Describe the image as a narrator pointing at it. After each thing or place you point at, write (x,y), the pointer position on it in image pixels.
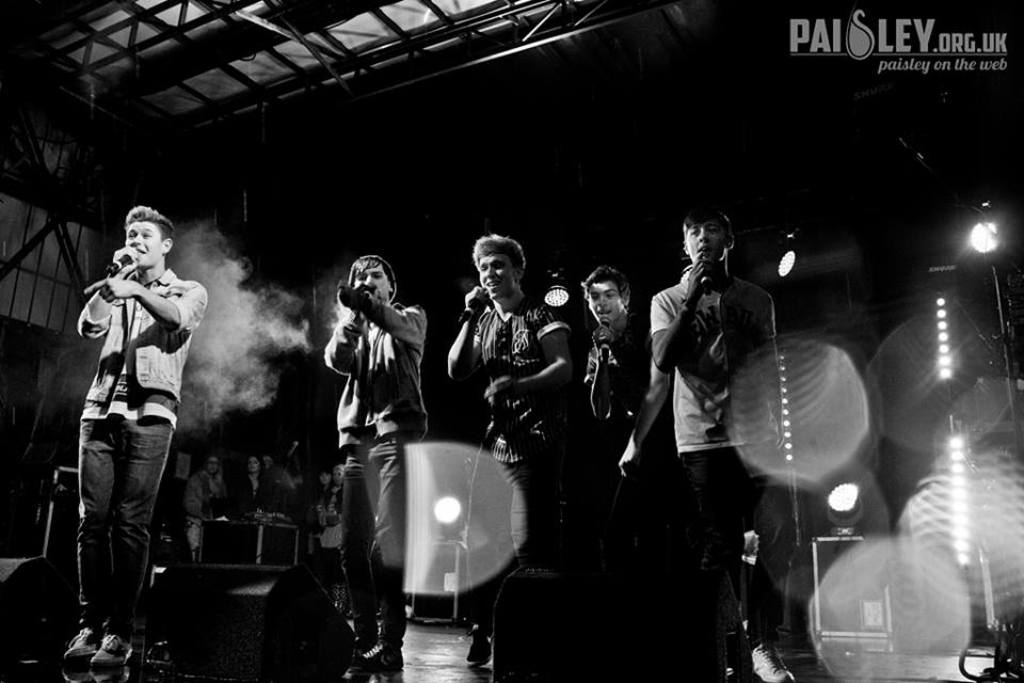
We can see a group of people (648,424) holding a mic (705,283) in their hands (94,290) and singing. Far this persons (330,511) are standing. On top there are focusing lights (792,265).
